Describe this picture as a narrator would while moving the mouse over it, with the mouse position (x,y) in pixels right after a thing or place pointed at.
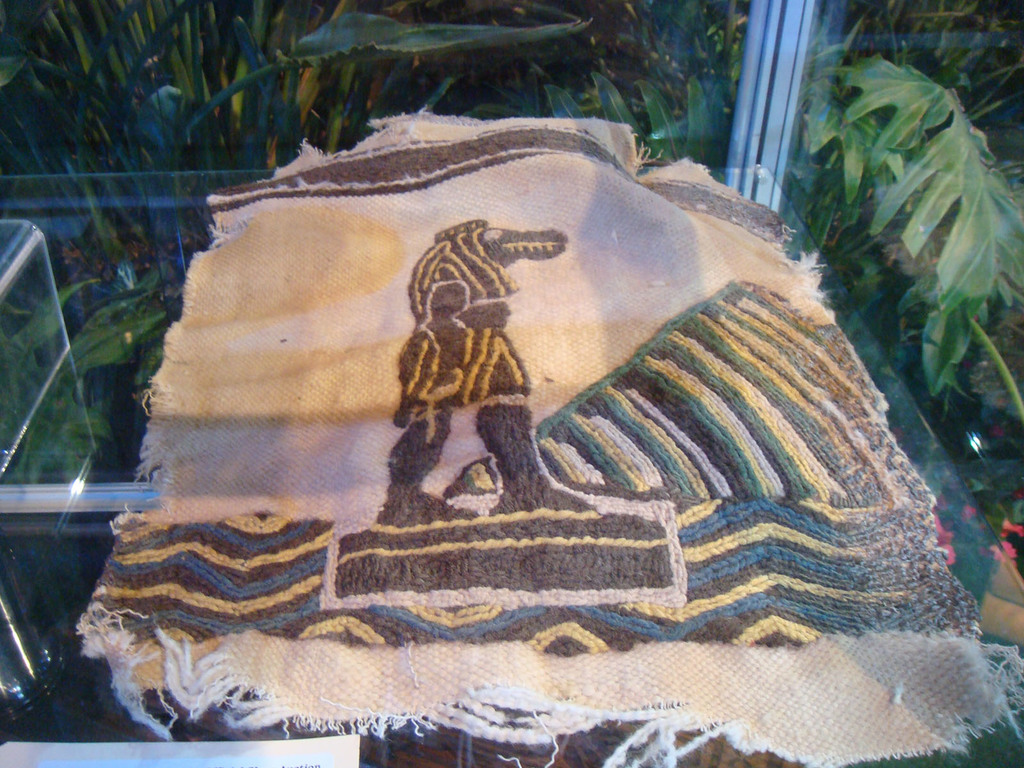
In the center of the image (561,265) there is a cloth (516,590) placed on the table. In the background (634,16) we can see trees (630,91).
